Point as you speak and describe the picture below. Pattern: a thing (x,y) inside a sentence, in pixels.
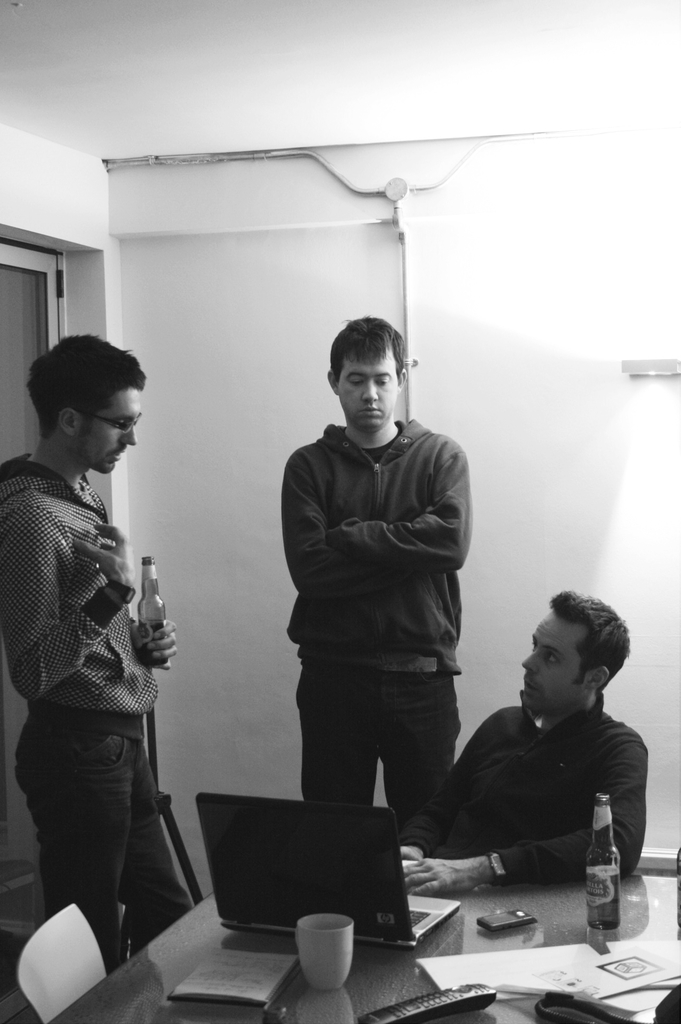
In the image we can see there are people (424,645) standing and a man (113,633) is holding beer bottle (148,567) in his hand (153,641). There is a man (575,764) sitting on the chair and on the table (509,933) there is laptop (362,871), remote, cup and papers (603,958). The image is in black and white colour.
